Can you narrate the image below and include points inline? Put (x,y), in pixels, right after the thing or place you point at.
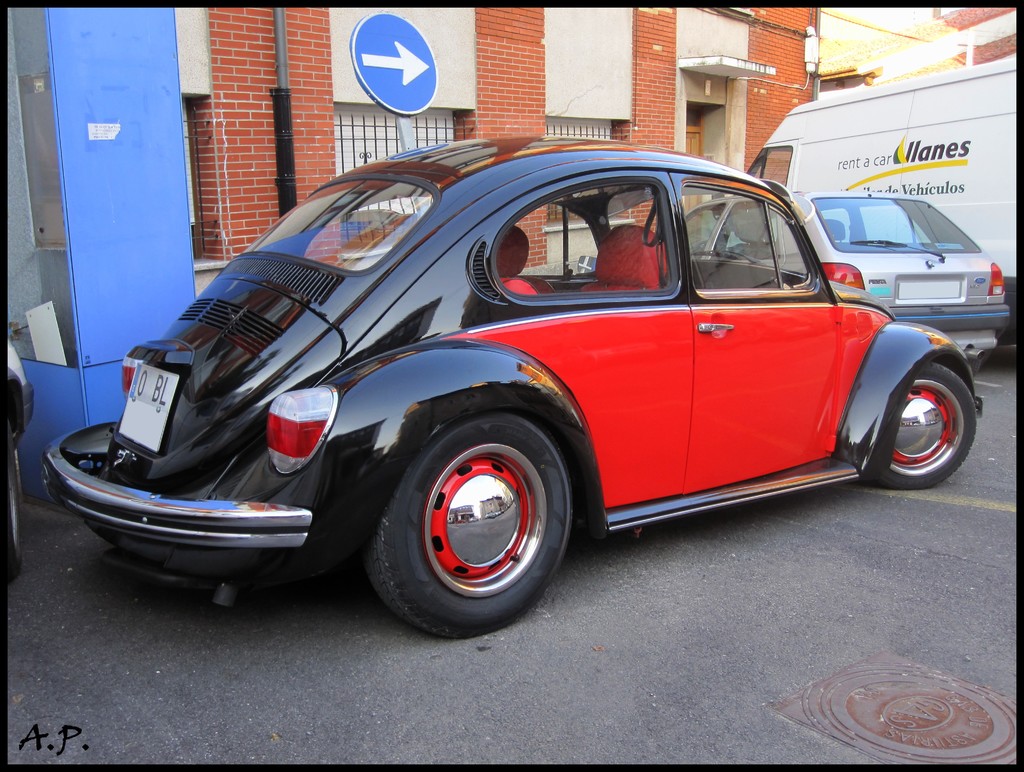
In this image, we can see vehicles (639,491) on the road (653,612) and in the background (393,93), we can see buildings (529,62), pole (275,94), a signboard (399,96) and there is a booth (94,241).
